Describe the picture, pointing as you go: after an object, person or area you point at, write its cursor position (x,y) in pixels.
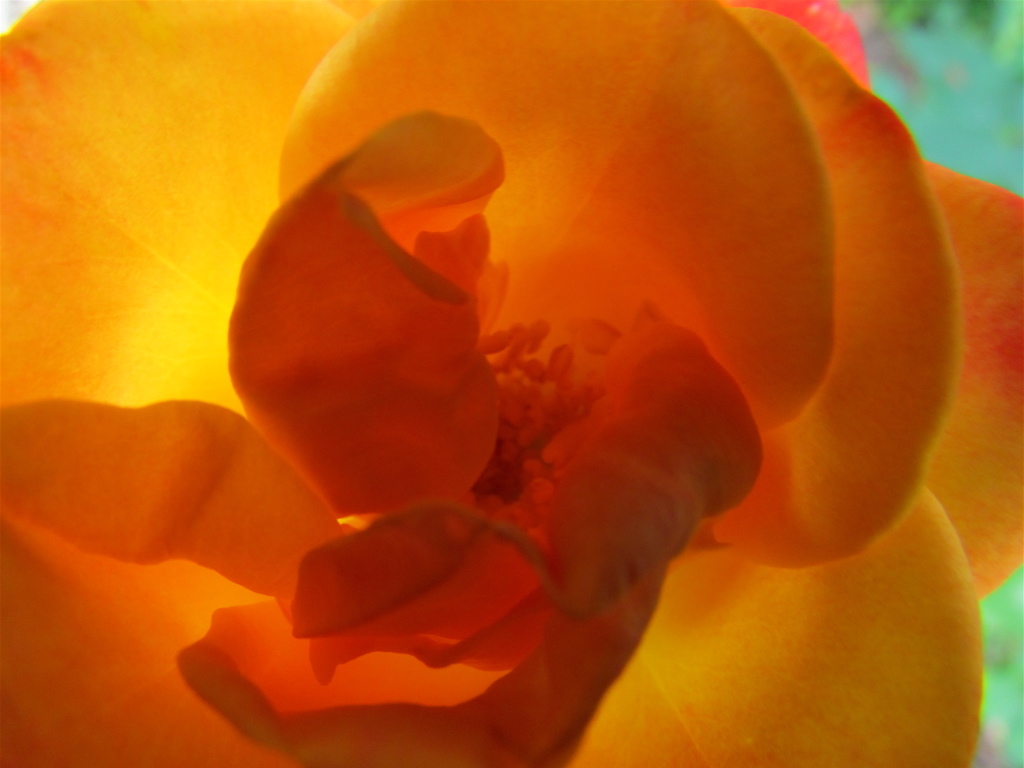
In this image I can see a few orange colour things (608,482). I can also see green colour in background (976,54) and I can see this image is little bit blurry from background (914,13).
